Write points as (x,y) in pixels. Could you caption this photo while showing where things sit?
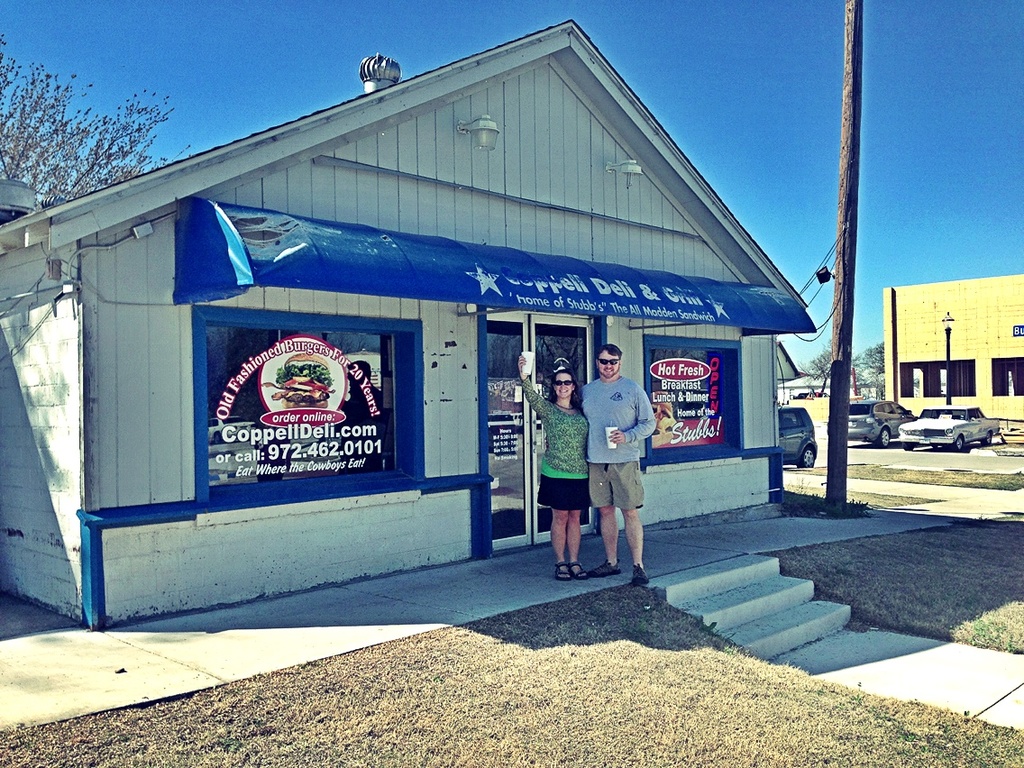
In this picture we can see a man (608,361) and a woman (575,444) standing on the floor (821,521) and smiling, buildings (213,466), cars (807,434) on the ground (1008,484), trees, steps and in the background (204,95) we can see the sky (185,58).
